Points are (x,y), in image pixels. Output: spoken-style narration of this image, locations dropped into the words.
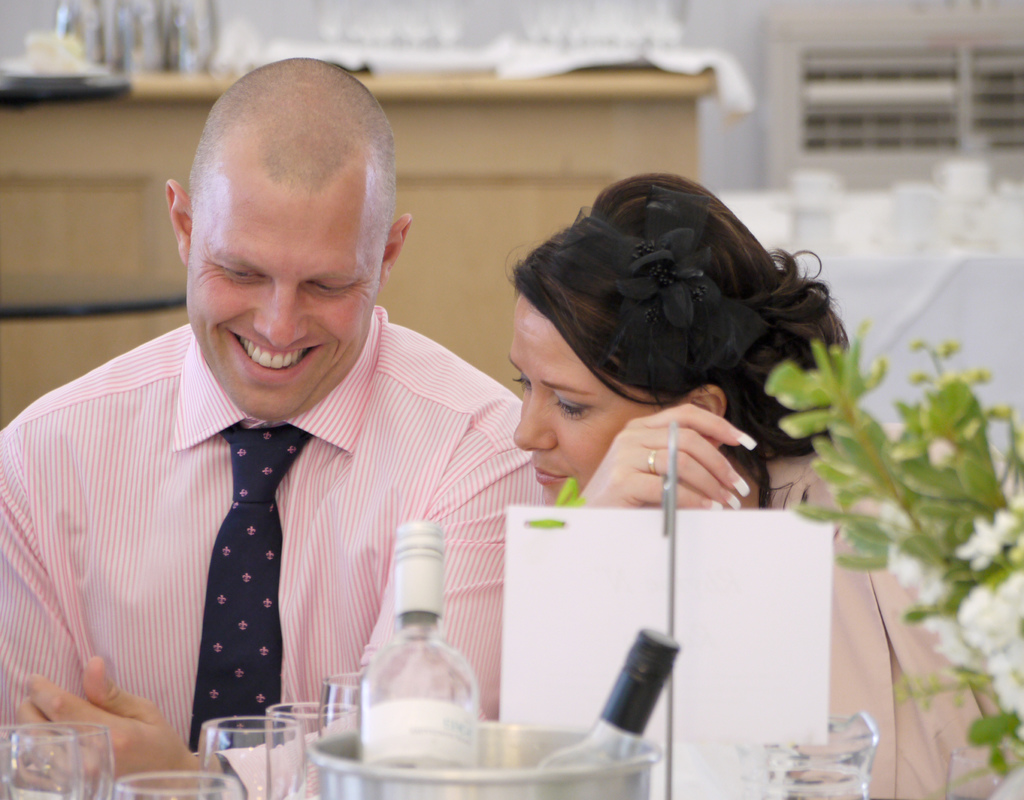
In this picture there is a man (327,132) at the left side of the image (327,101) and there is a lady (821,289) at the right side of the image (701,202), there is a small plant (787,425) at the right side of the image (837,370), there is a table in front of them where there are cool drink bottles (430,679) and glasses (203,733).
